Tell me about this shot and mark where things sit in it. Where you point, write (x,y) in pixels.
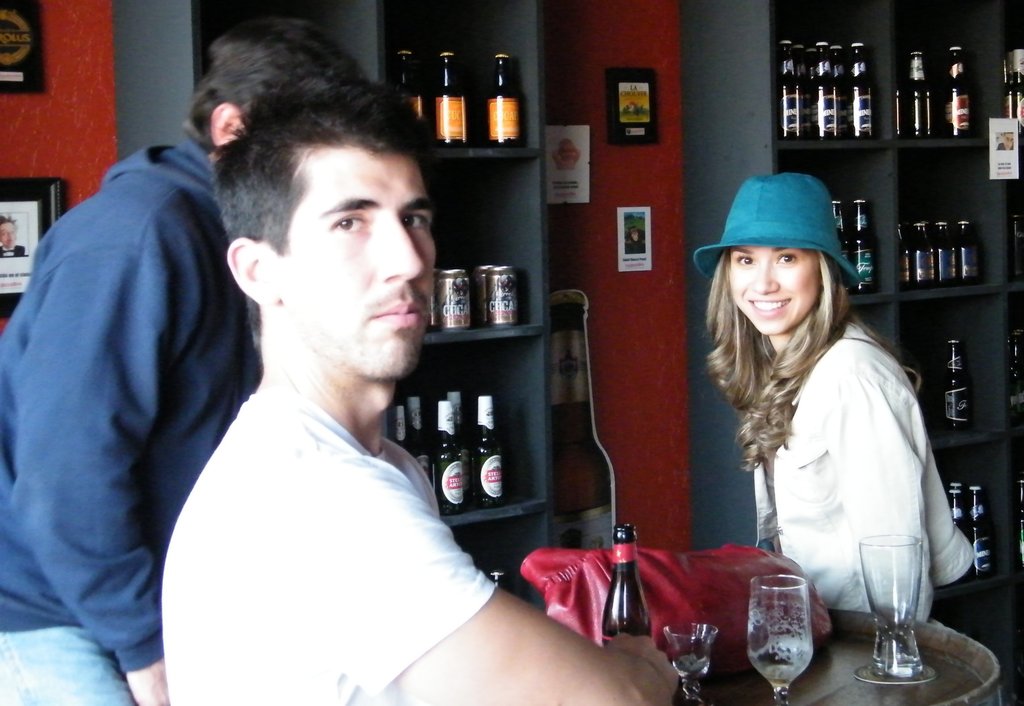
In this image, I can see three people (313,384). This looks like a table (941,664) with a bottle (614,587), handbag (689,613) and glasses (699,639) on it. I can see the frames (582,160) attached to the wall (604,121). This looks like a cutout (593,414) of a bottle (602,441). I can see the tins (502,266) and bottles (905,274) arranged in the rack (510,499).
